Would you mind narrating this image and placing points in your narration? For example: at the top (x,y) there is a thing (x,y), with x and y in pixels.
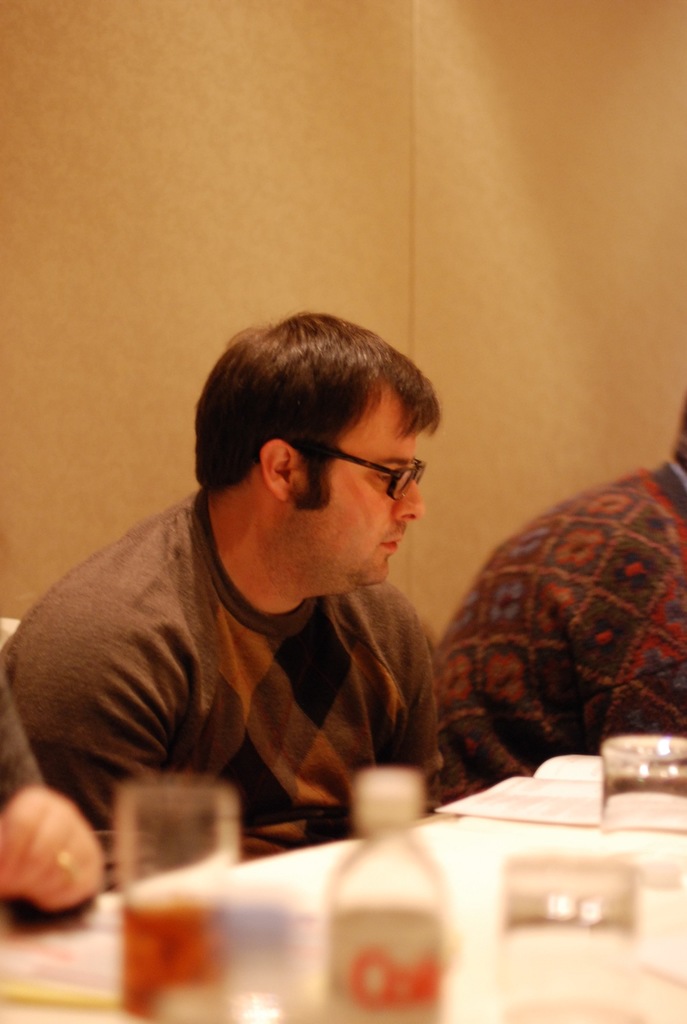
In this image there are three people (327,645) sitting on the chairs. In front of them there is a table (659,913). On top of it there are glasses (201,967), bottle (365,933) and papers (558,806). Behind them there is a wall (349,170).
